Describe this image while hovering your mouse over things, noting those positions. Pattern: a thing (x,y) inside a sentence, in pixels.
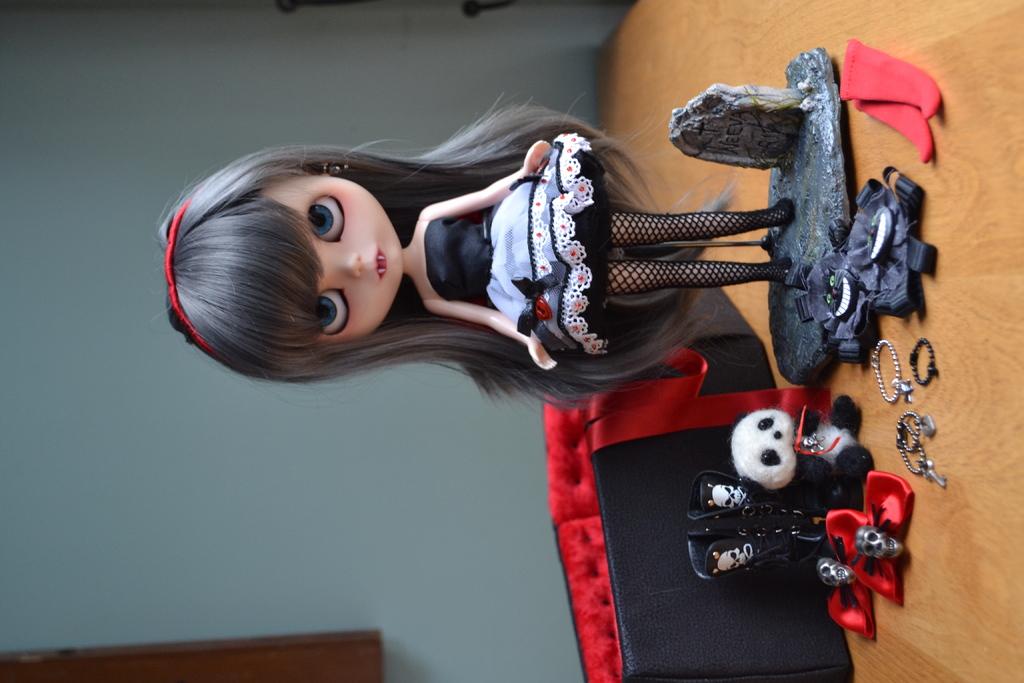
In this picture we can see a doll (565,315) in the middle (549,312), there are toys (844,452), a bag (683,599) and a ring (899,375) on the right side (852,466), in the background (362,507) we can see a wall (92,442).
